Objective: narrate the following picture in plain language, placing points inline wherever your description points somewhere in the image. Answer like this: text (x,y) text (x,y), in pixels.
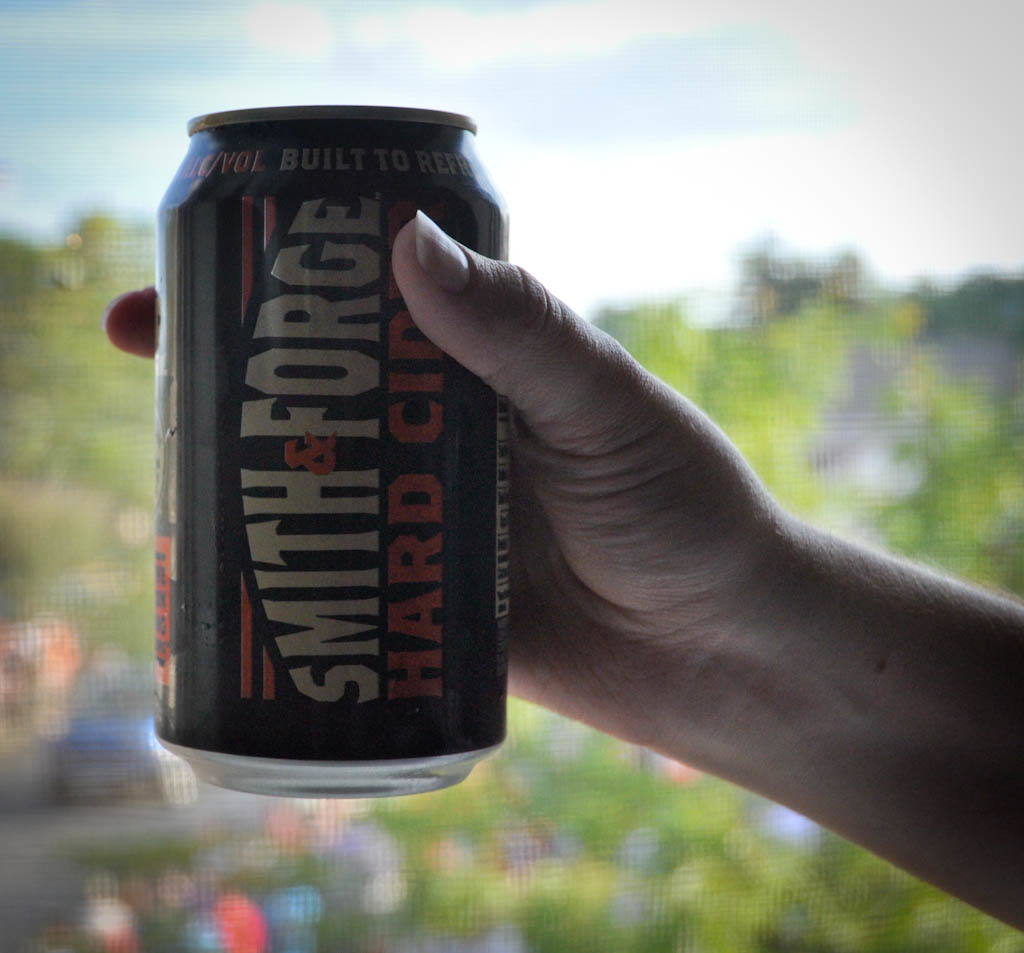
In this image there is a person (856,662) holding a tin (361,481), there are few trees (575,920), some objects (346,835) and some clouds (700,95) in the sky (647,252).
